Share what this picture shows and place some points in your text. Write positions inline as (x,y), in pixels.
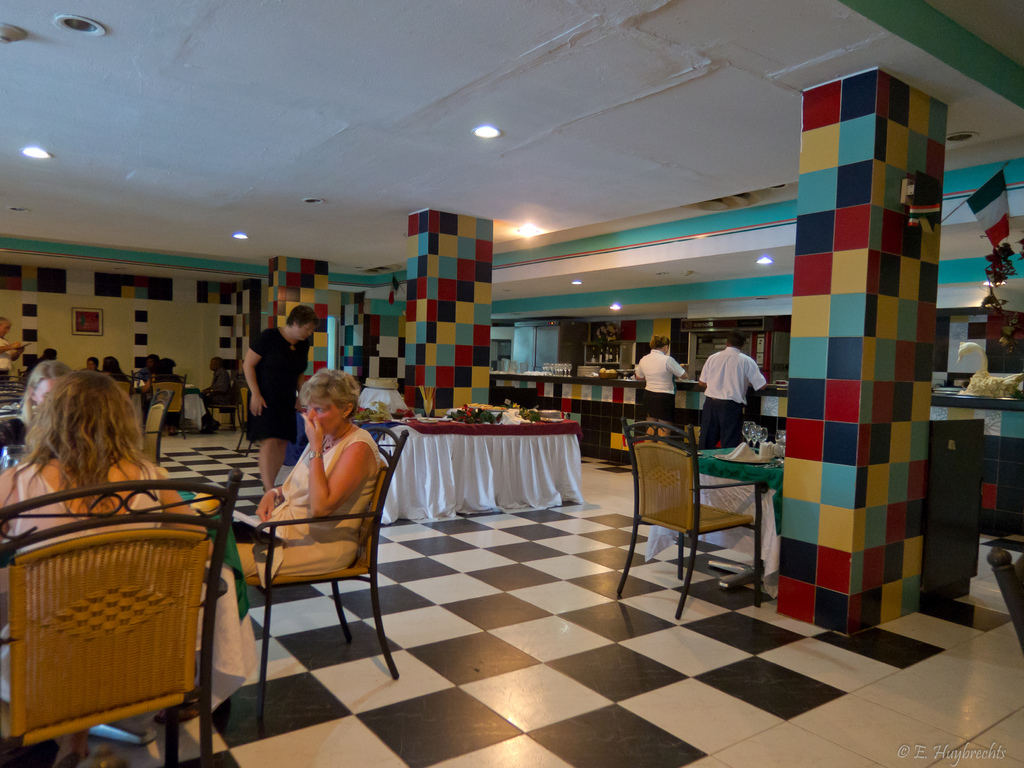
In this image I see people (3,621) in which most of them are sitting and rest of them are standing. I can also see there are tables (481,431) on which there are many things (363,416) and I see a chair (381,474) over here and In the background (605,440) I see the wall (65,361) with colorful colors and I see a flag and lights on the ceiling (487,189).
